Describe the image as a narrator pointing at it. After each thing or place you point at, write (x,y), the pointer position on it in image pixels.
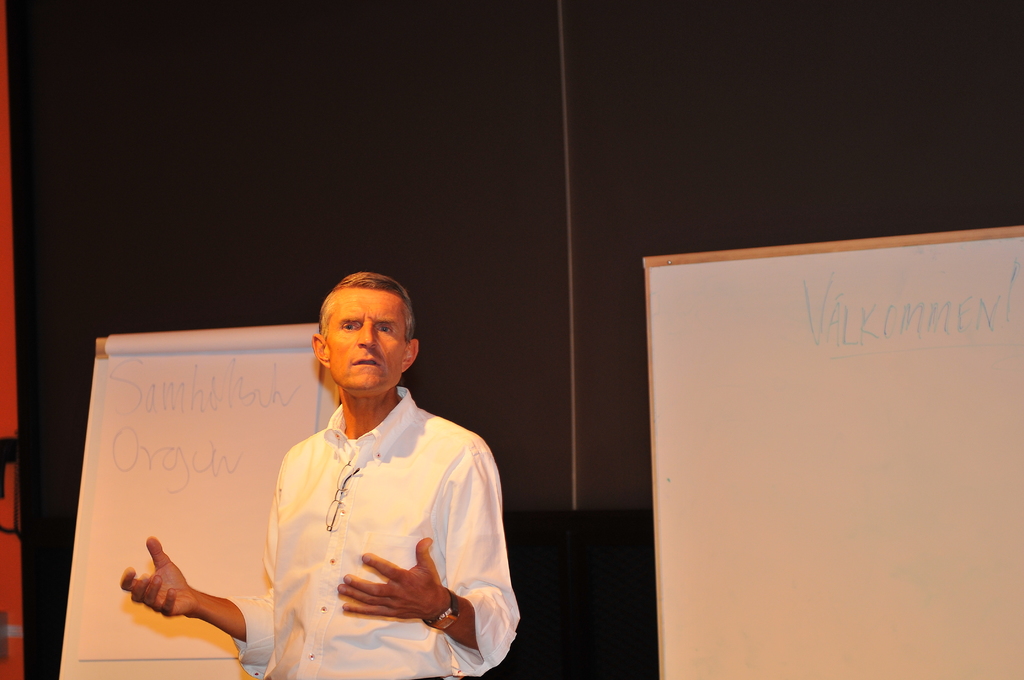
In this picture we can see a man (308,486) in the white shirt (334,530) and he is explaining something. Behind the man (379,528) there are whiteboards (771,395), papers (270,514) and the black background (574,519).
